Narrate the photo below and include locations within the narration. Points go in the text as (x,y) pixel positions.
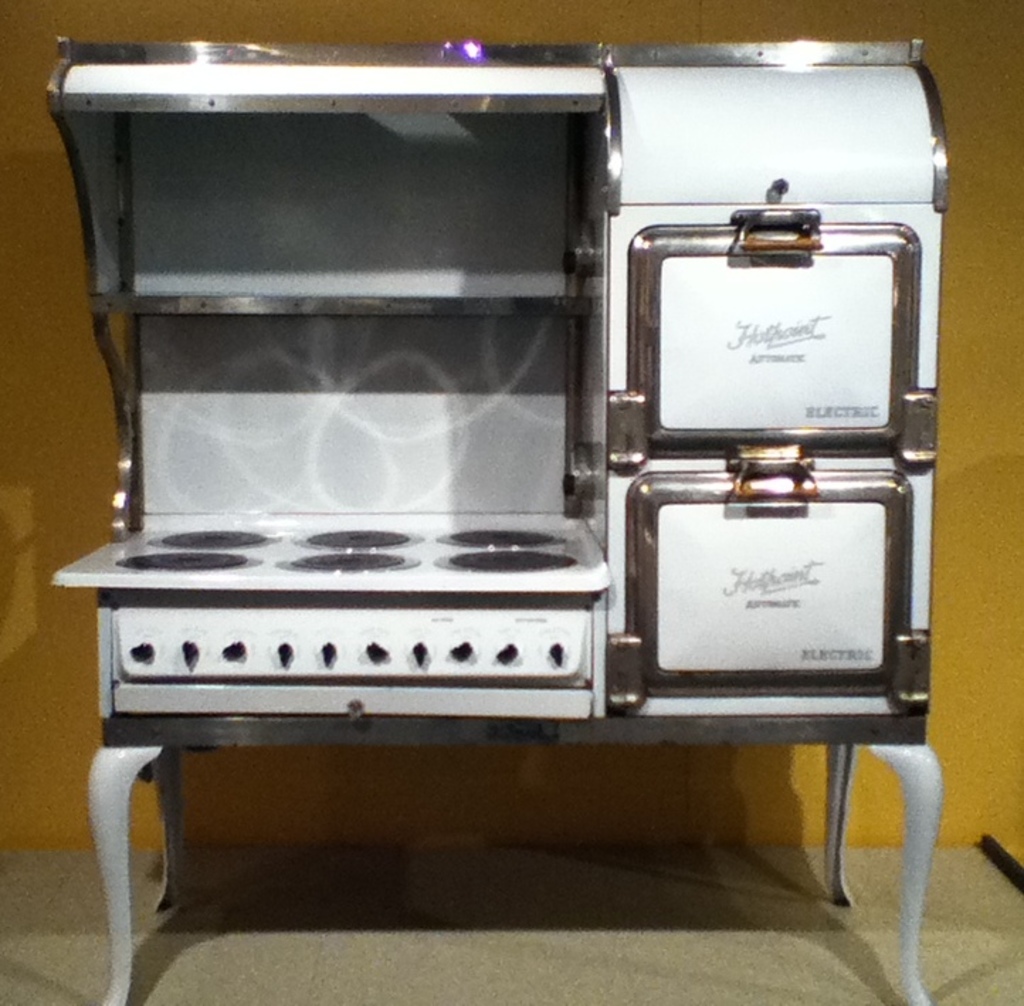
In this picture we can see a stove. There is a carpet (284,948) on the floor (771,945). In the background (966,718) we can see yellow color wall (79,704).
